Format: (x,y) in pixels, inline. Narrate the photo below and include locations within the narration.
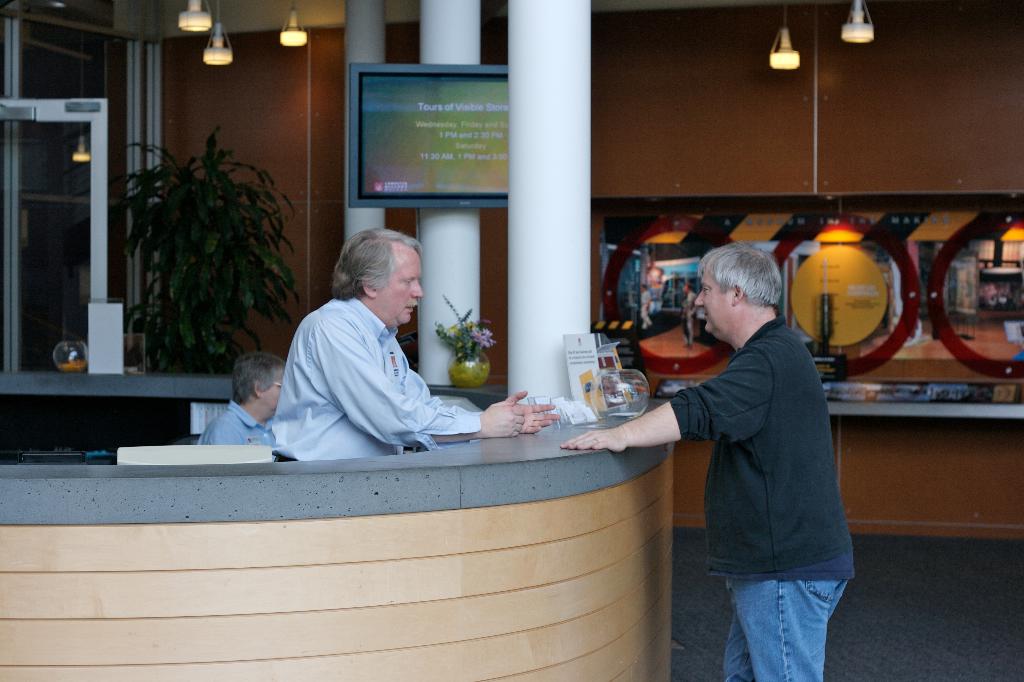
In this image, we can see a few people (512,433). We can see a desk (581,505) with some objects (471,342). We can see some glass containers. We can see the ground (907,605). We can see the wall (272,38) with some objects (641,363). We can see some lights (780,51). We can also see some pillars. We can see a plant (159,303). We can see a board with some text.
